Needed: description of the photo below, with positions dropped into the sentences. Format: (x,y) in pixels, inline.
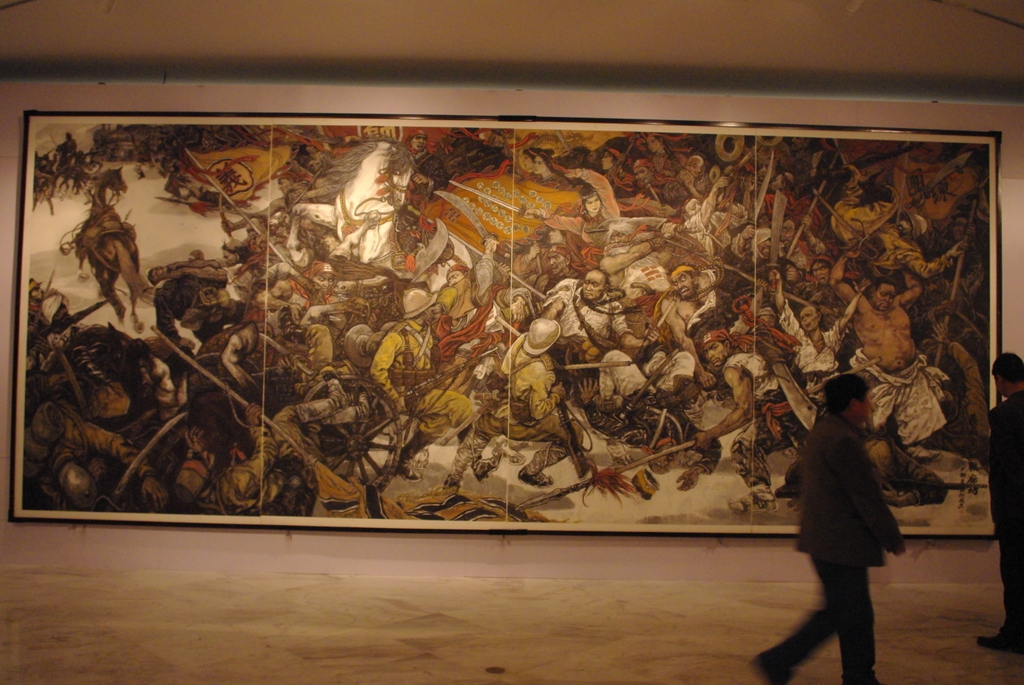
In this image we can see this person (763,661) is walking and this person (1006,538) is standing on the floor (998,601). In the background (53,413), we can see the wall frame (389,316) on which we can see a war scene (330,406) of few people (420,419) holding swords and also we can see the horses (97,252) here.
